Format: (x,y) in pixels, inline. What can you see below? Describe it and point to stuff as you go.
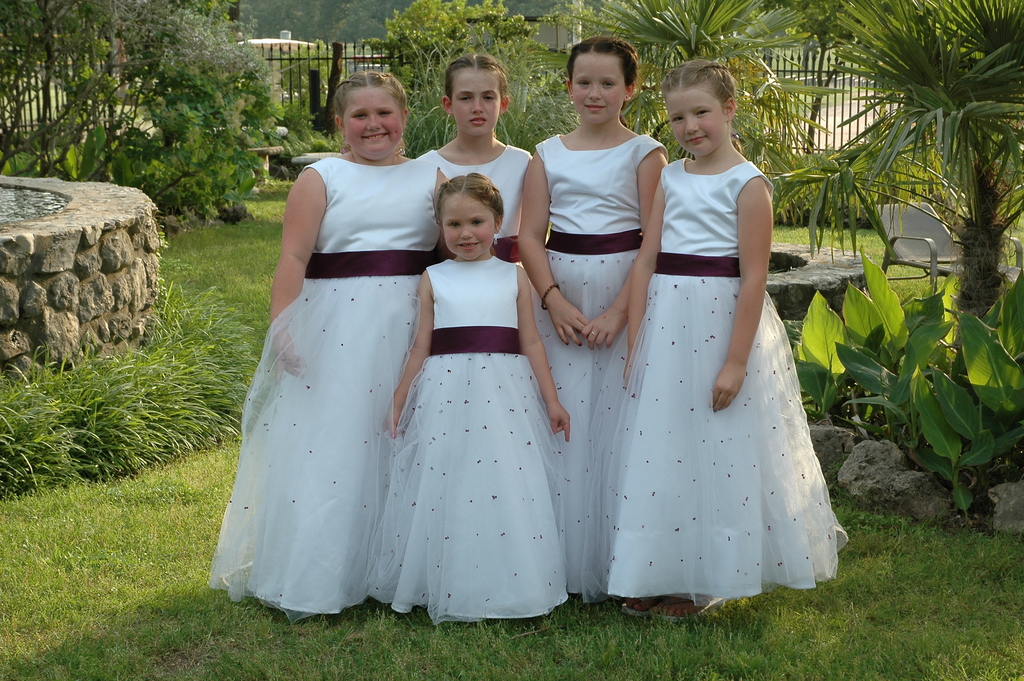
As we can see in the image there is grass (194,310). In the front (576,194) there are few people (557,270) wearing white color dresses (324,501), trees (721,33) and there is fence (290,85).
